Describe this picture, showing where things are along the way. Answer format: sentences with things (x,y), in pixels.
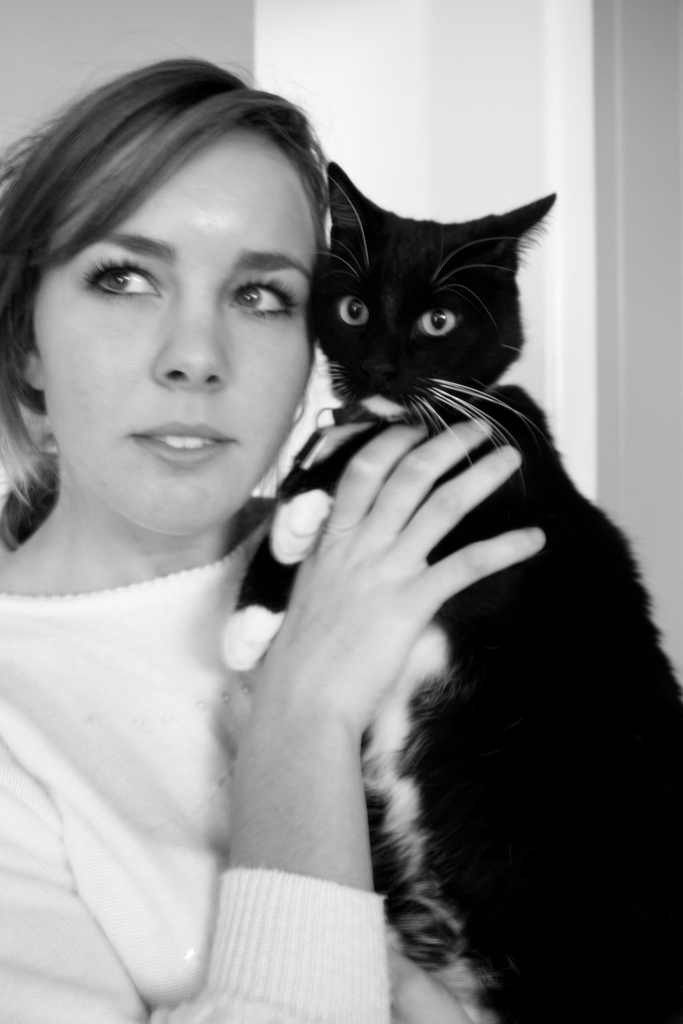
In the image we can see one woman (148,761) standing and holding cat (497,608). In the background (393,91) there is a wall (396,69).
